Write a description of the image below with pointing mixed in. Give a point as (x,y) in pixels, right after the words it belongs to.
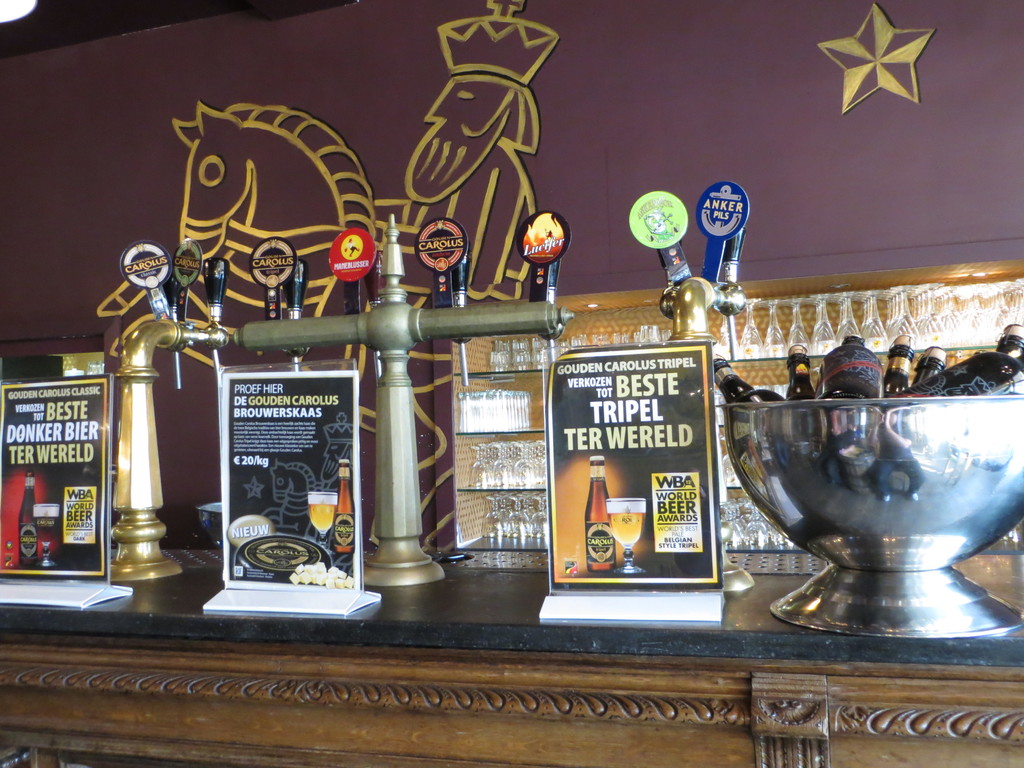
In this image in front (762,636) there is a platform (764,650) and on the platform (723,662) there are few objects (809,447). In the background of the image (564,122) there is a painting (494,141) on the wall (734,100).
